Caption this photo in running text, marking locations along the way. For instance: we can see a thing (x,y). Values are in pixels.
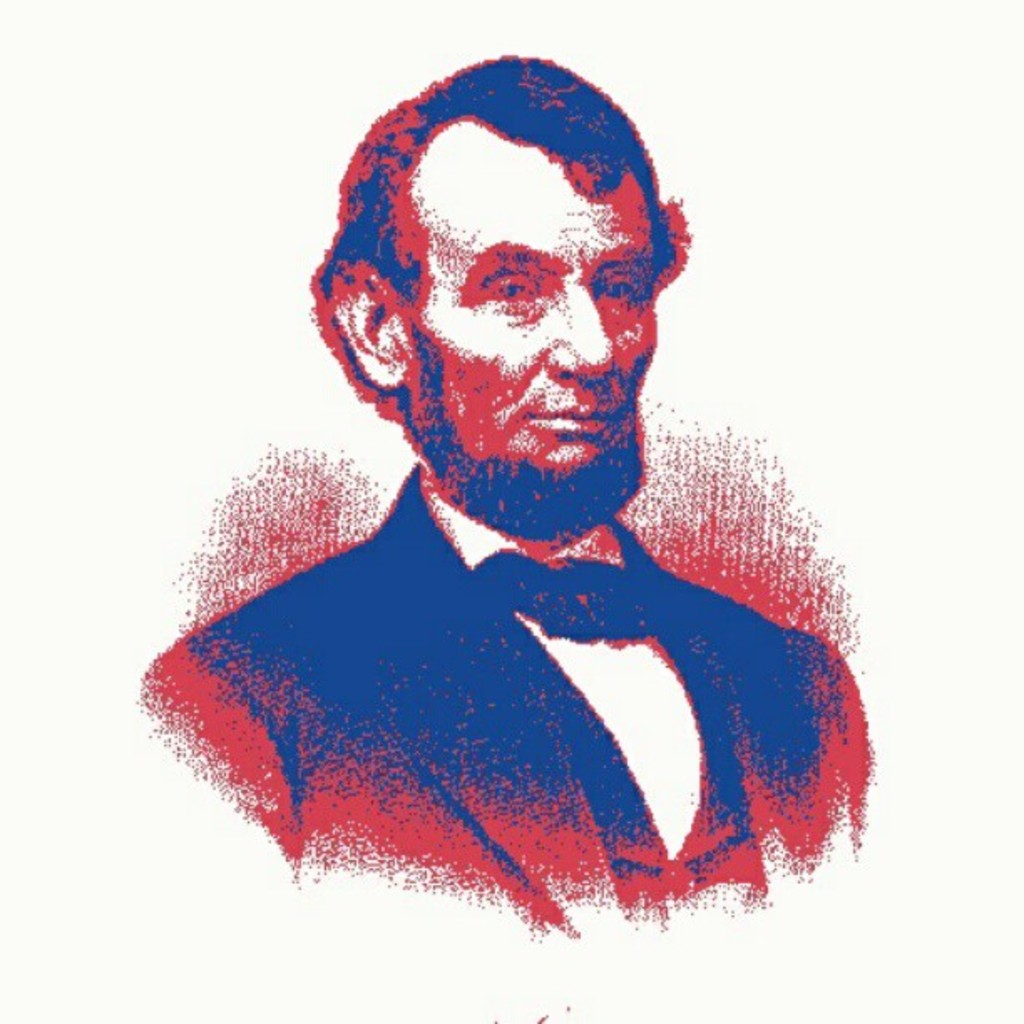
In the image there is a red and blue color paint (575,448) of a man (647,691) in suit (636,801).
